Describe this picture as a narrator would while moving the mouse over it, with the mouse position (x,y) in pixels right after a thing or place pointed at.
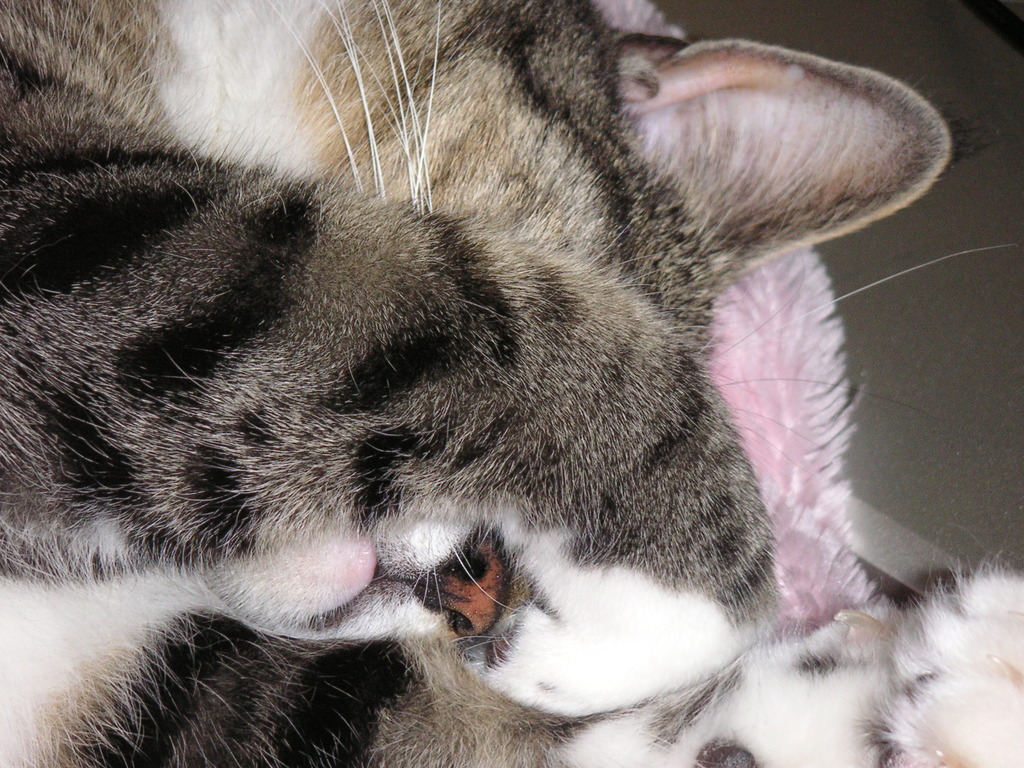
In the middle of the image (481,417) there is a cat (447,557) and a cloth (783,367) which is pink in color on the floor (878,476).
